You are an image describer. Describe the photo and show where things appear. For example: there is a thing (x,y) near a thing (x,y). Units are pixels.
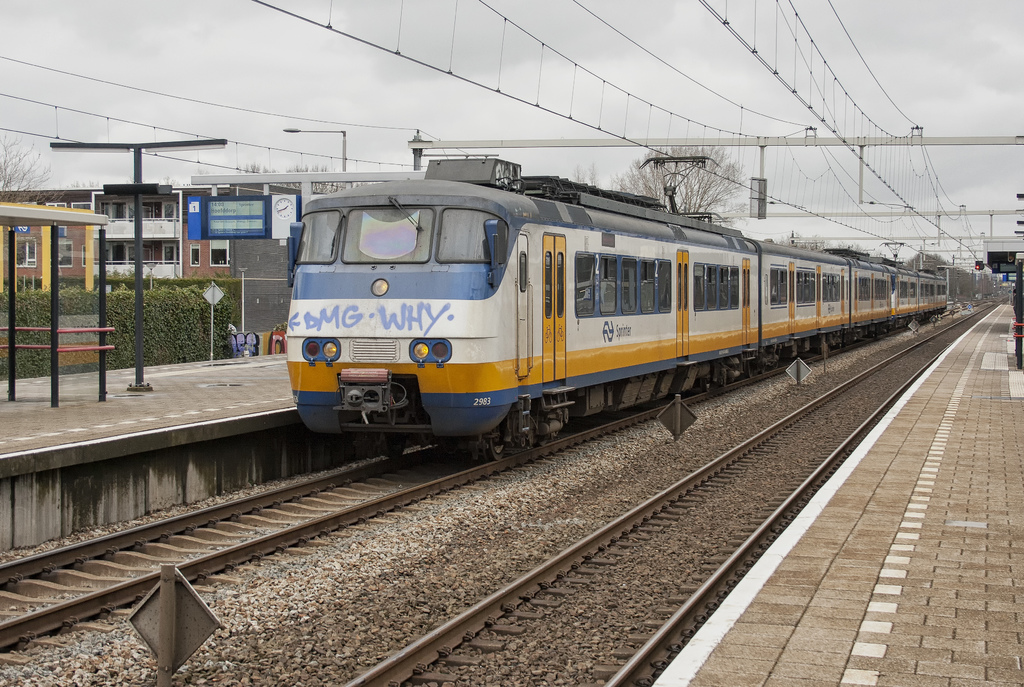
In this image we can see a train (627,250) on the railway track (285,535). Here we can see the boards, wires (502,55), platforms (952,671), shrubs (73,301), houses (288,300), clock (287,212), light poles (136,258), dry trees (706,179) and the cloudy sky (803,166) in the background (468,123).
